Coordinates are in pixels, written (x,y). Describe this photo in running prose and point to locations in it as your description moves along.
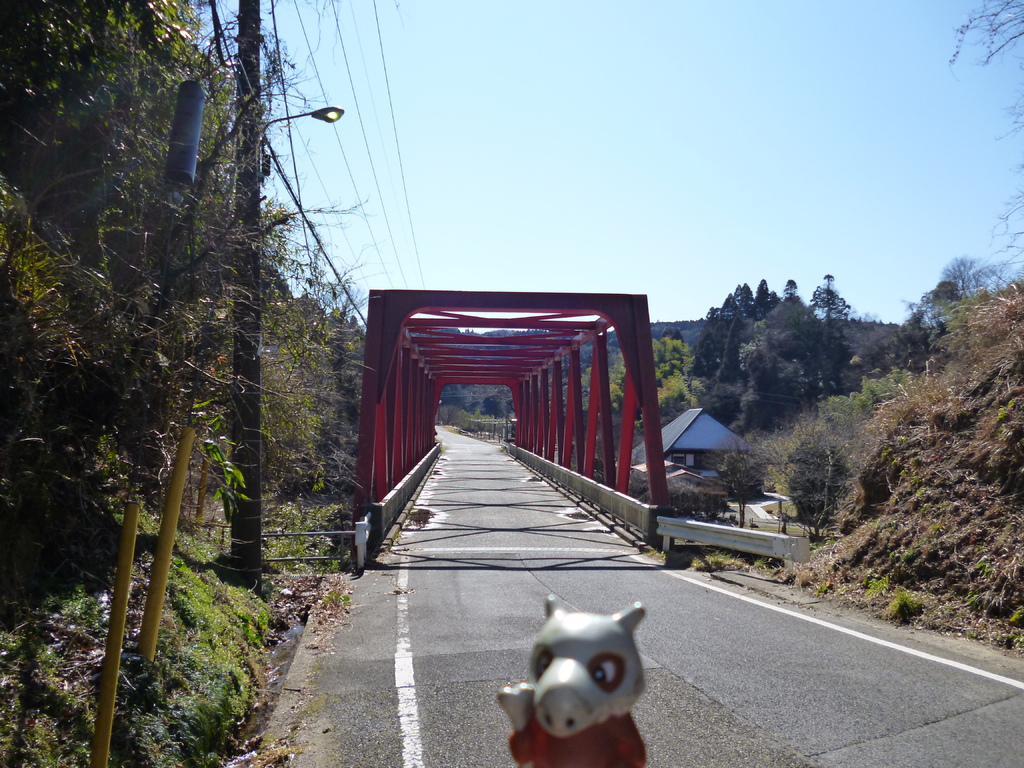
In this image I can see the cu-bone (530,711) on the road (529,603). And I can see some red color metal rods (532,444) in the back (629,472). To the side of the rod (370,397) I can see the hut (680,462) and the trees (161,386). I can also see some current poles (252,141) and the light poles (328,116) to the side. In the back (476,313) there are few more trees (791,303) and the sky (717,138).
